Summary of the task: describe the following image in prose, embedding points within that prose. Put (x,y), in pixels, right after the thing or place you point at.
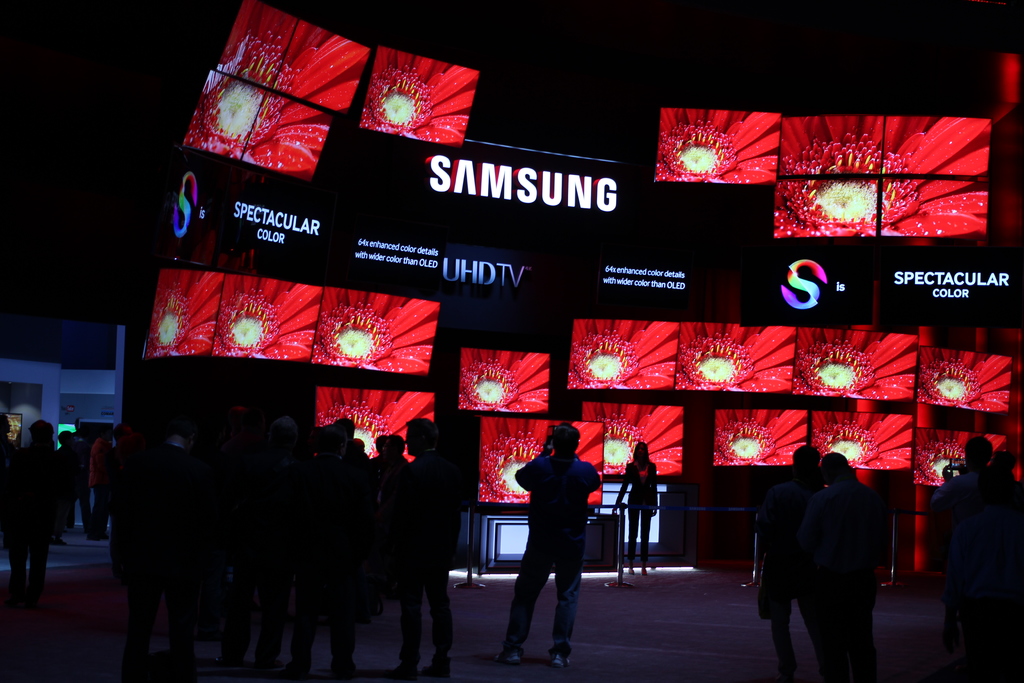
Here in this picture on the floor (485,578) we can see number of people (546,540) standing over there and in front of them we can see number of televisions (944,140) displayed over there and in the middle (640,455) we can see a woman (650,464) standing and beside her we can see table (662,544) present over there and we can see a flower (382,341) present on the screens (664,349) of television (776,427) over there.
